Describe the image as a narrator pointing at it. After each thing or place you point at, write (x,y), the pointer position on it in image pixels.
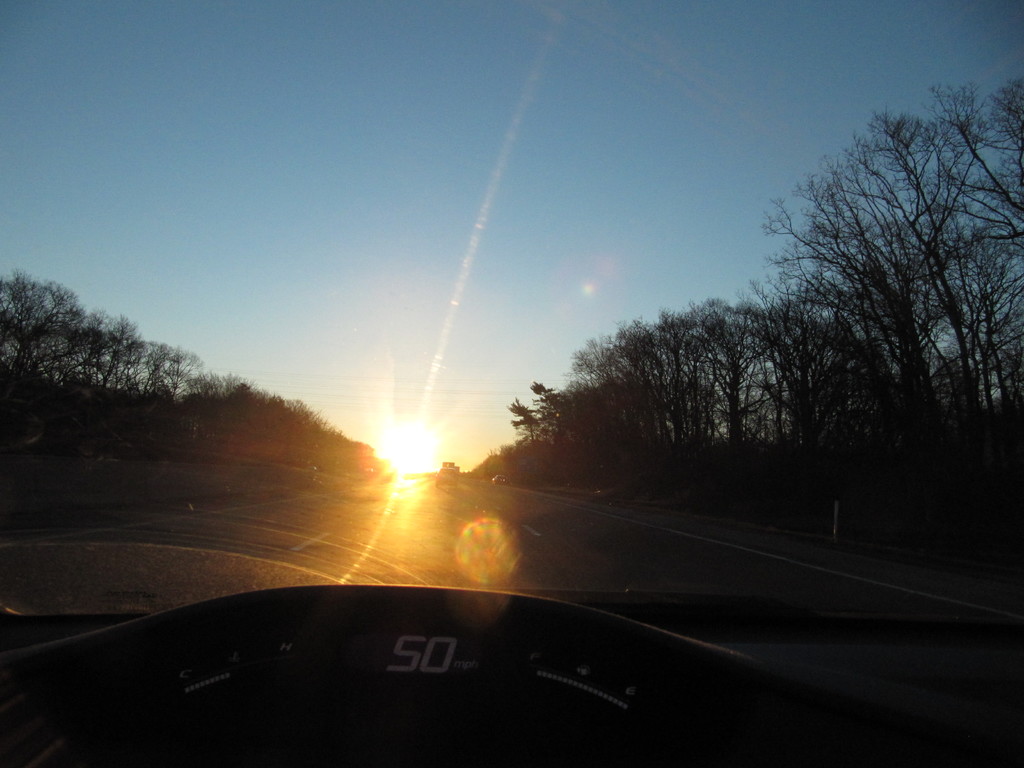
This is inside view of a vehicle (186,718) and we can see the speedometer (418,683) and windscreen glass (440,302). Through the windscreen glass (417,380) we can see vehicles (370,466) on the road (385,507), trees (110,450) on the left (230,385) and right side (886,410) and the sky (478,369).
